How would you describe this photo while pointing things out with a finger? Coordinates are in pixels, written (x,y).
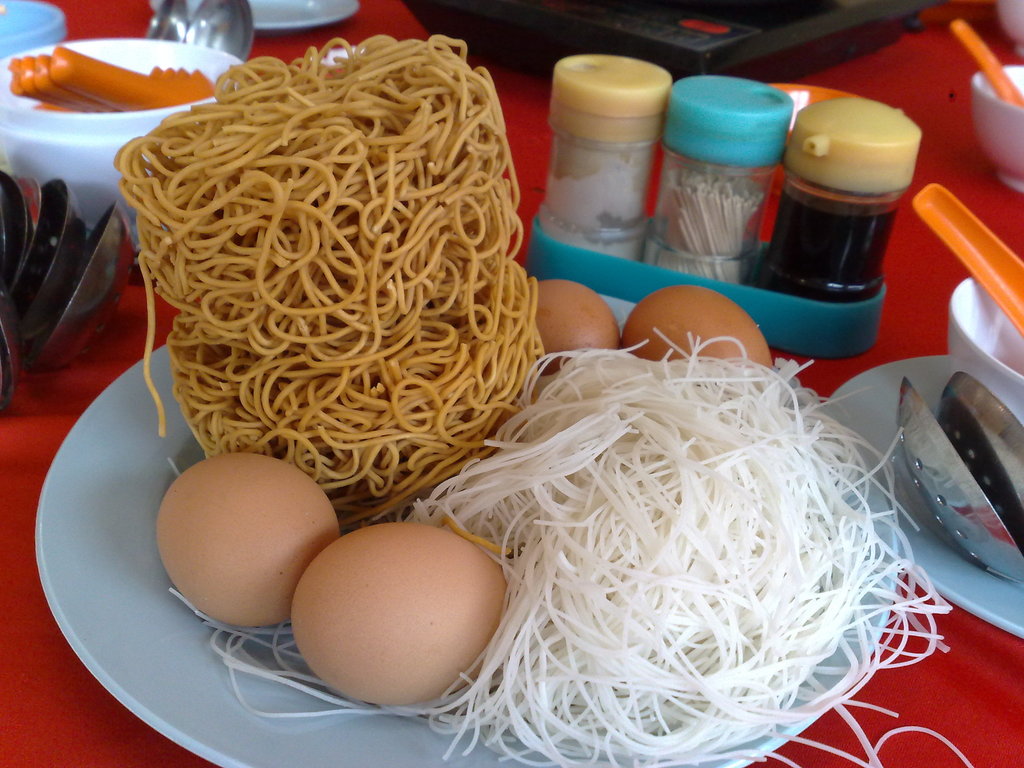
In this image I can see few food items (426,508) in the plate (199,685) and the food items (889,632) are in white, brown and cream color and the plate (237,700) is in light blue color and I can see few bottles (688,129), spoons (154,67) and few objects (527,13) on the red color surface (69,681).
